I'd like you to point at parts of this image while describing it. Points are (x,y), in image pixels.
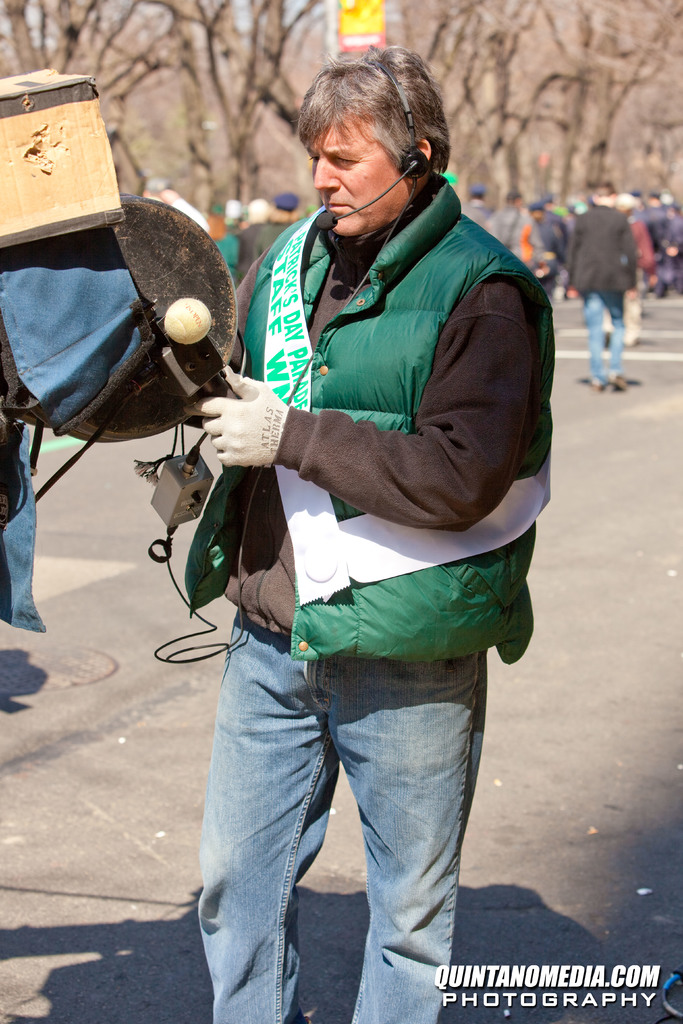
In the center of the image (365,587) we can see a person (363,279) is standing and he is wearing a jacket (385,607), gloves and headphones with a mike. And we can see he is holding some objects (182,410). At the bottom right side of the image (530,972), we can see some text (546,977). In the background (581,241), we can see trees (606,112), few people (625,241) and some objects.
